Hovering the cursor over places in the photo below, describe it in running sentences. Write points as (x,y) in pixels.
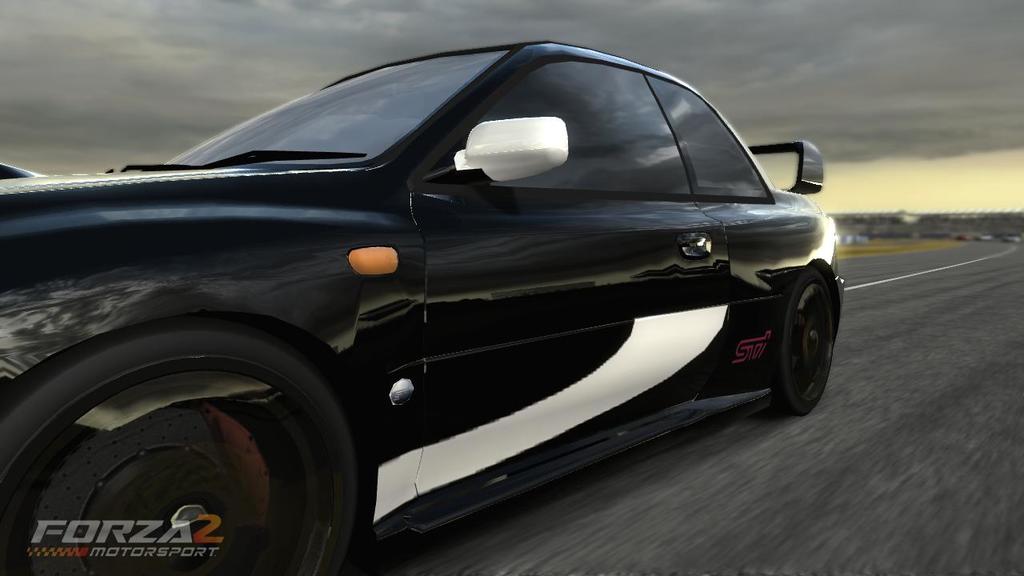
In this image in the center (615,299) there is one car (650,317) and at the bottom (694,487) there is road (865,331), and in the background (870,245) there is grass (952,245) and at the top (913,81) there is sky (915,81).
